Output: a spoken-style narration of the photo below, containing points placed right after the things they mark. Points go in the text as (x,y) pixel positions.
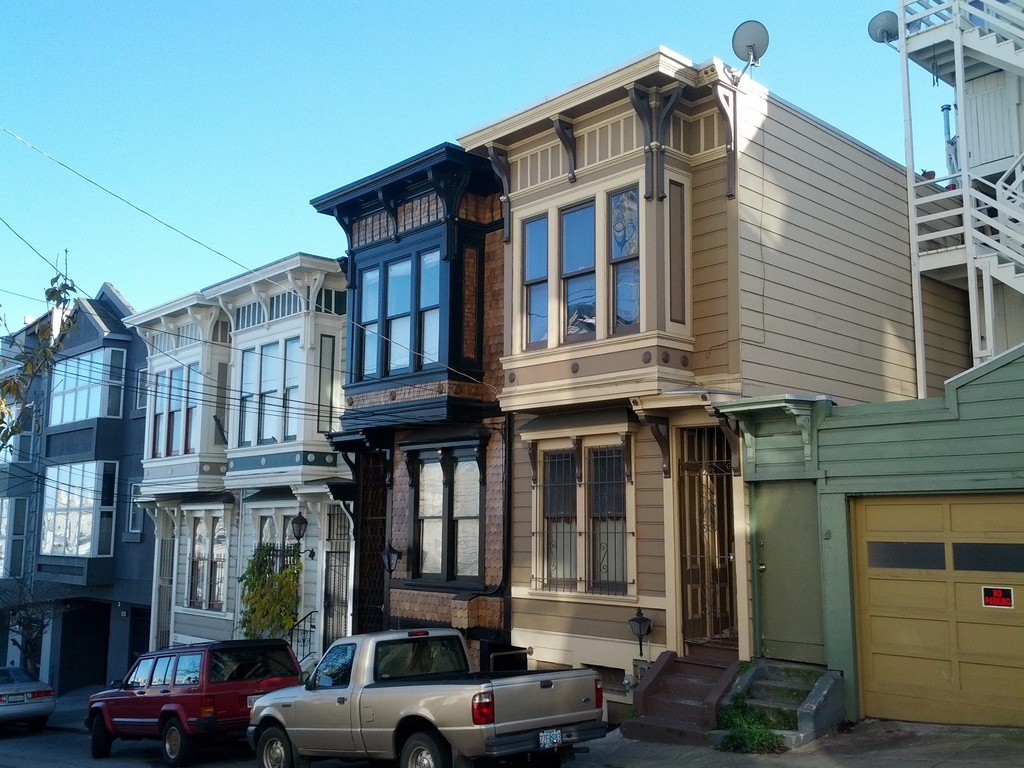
In this image we can see buildings (490,505), cars (377,668). At the top of the image (164,102) there is sky (202,95).
